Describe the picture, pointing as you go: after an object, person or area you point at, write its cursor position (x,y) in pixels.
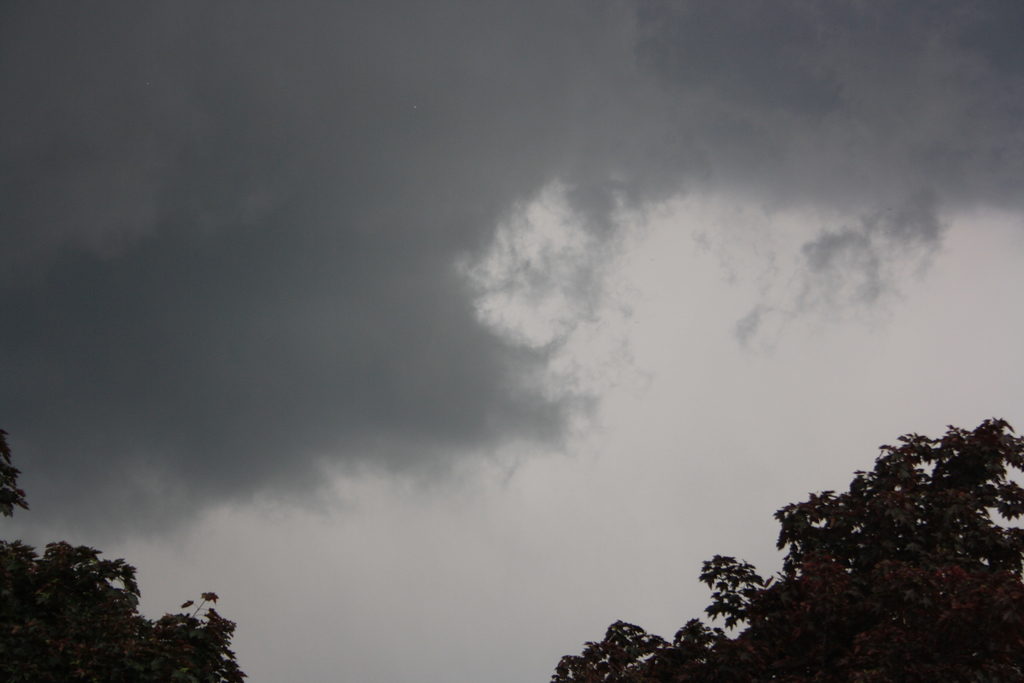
This picture is taken outside. At the bottom left (103,641) and at the bottom right (840,568) there are trees (755,590). On the top (500,189), there is a sky (630,243) with clouds (616,297).
